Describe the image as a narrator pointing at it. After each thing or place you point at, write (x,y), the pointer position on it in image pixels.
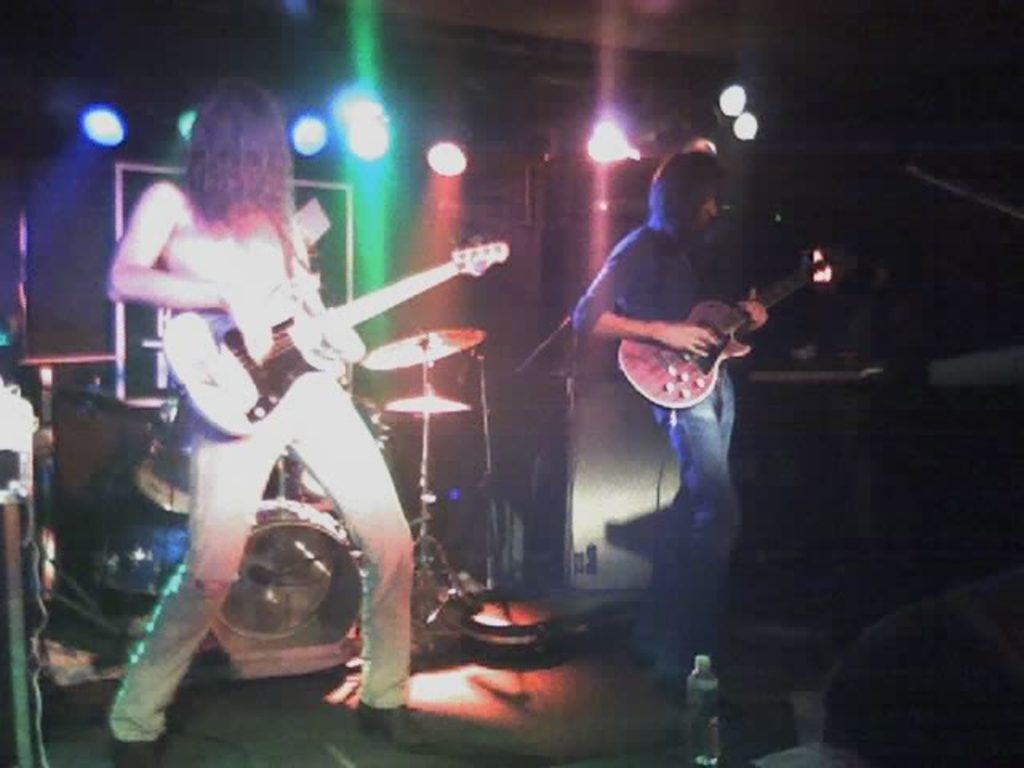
In this image on the right side (720,365) there is one person (681,217) who is standing and he is holding a guitar (729,312) and on the left side (201,272) there is one person (321,412) who is standing and he is also holding a guitar (387,300). On the background (276,567) there are some drums (287,515). On the floor (626,695) there is one bottle (692,695) on the top (119,125) there are some lights (107,131).
